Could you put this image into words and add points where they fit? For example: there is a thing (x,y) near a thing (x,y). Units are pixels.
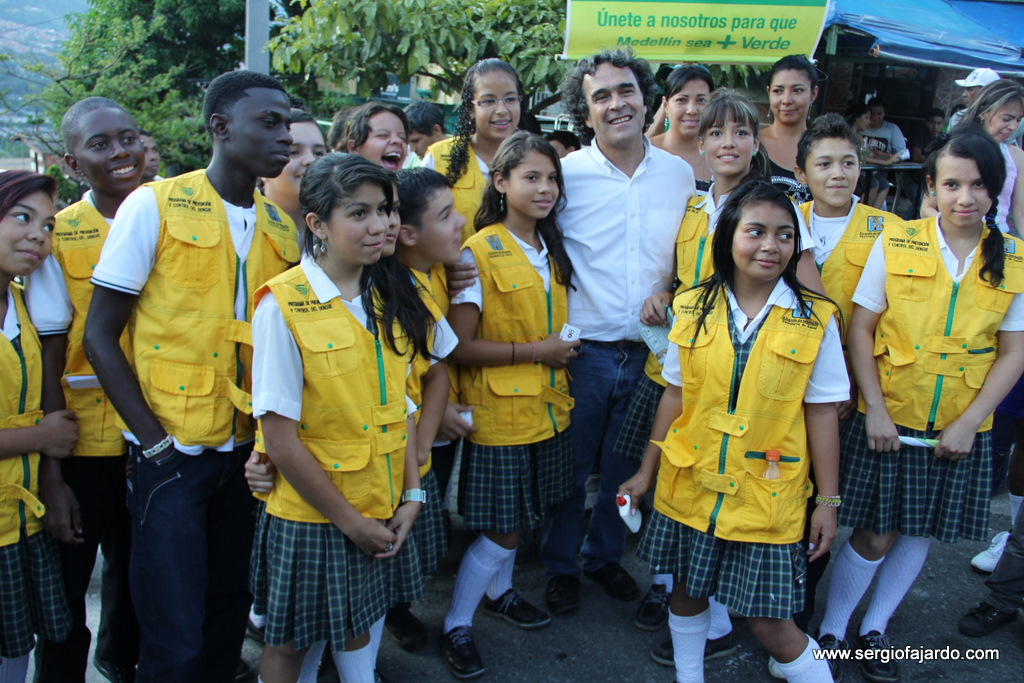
There is a group of persons (451,341) standing as we can see in the middle of this image (557,316). There are some trees (466,62) and a house (870,84) in the background (160,61). There is a watermark (874,652) at the bottom right corner of this image (873,651).
